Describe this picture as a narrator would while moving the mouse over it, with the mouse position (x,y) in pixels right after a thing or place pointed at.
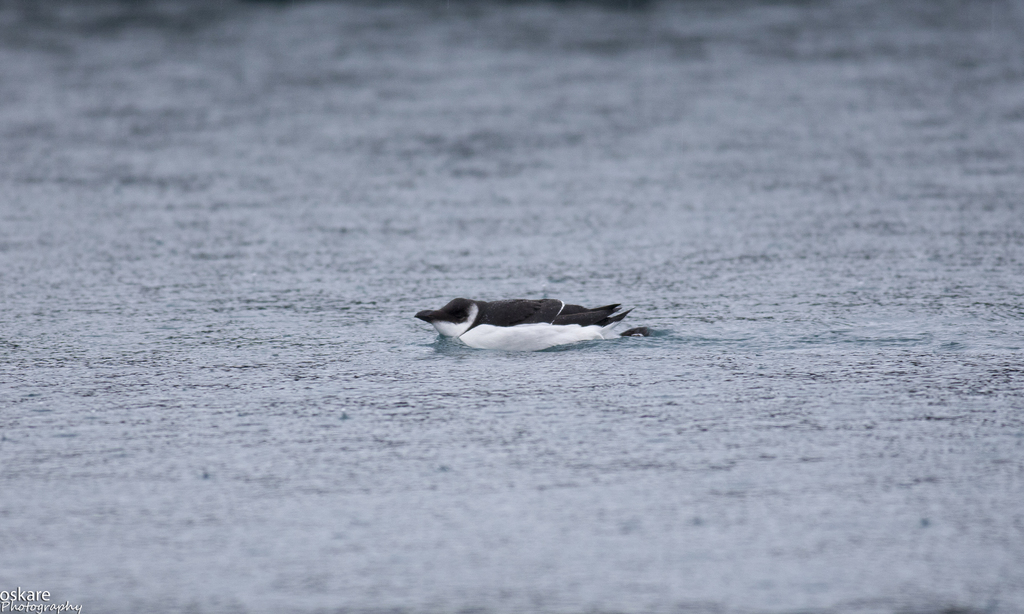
In this picture there is a black and white color bird (528,336) in the river water (516,352). On the bottom left side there is a small quote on it.
